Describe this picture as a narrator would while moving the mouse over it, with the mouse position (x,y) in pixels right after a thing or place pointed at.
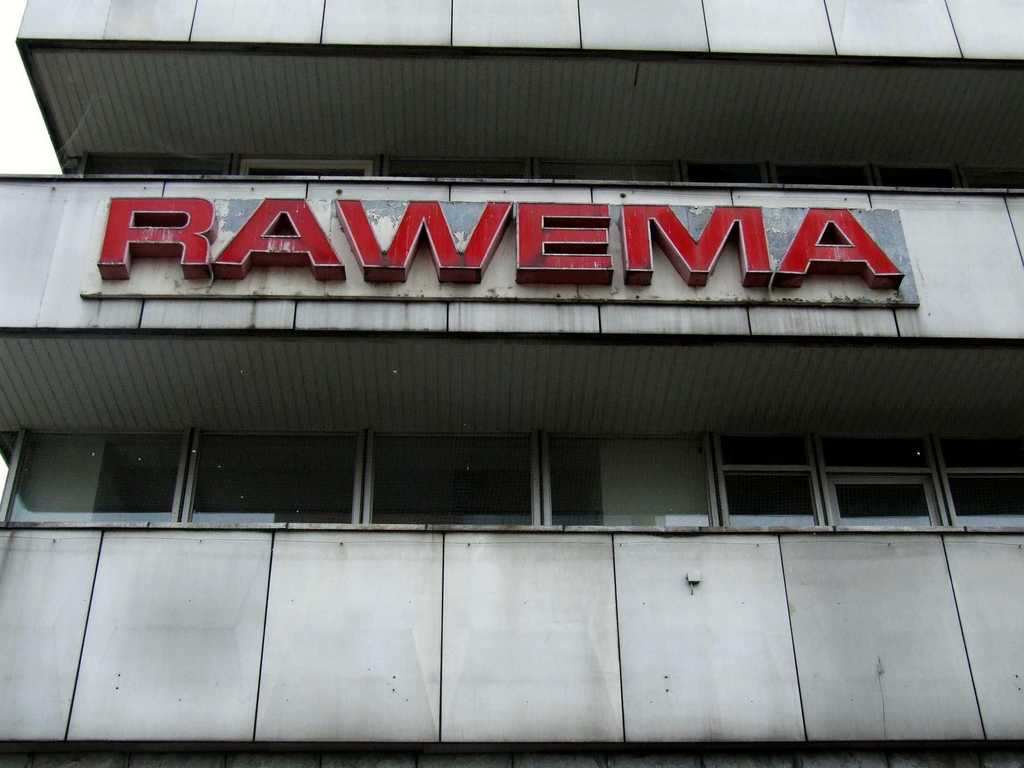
In this image we can see a building (514,198) with some text (505,225) on it and glass windows (480,436).
